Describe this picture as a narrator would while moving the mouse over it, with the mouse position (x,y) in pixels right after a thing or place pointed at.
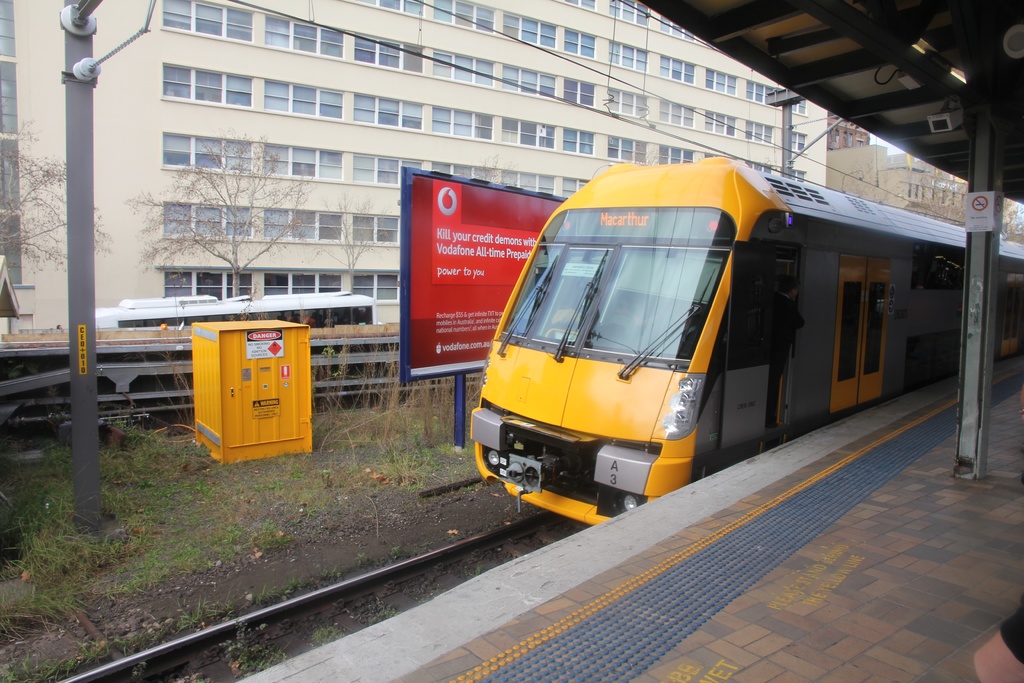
This image is taken outdoors. At the bottom of the image (664,601) there is a platform (811,560) and there is a ground (182,607) with grass (395,481) on it and there is a track (477,536). In the middle of the image (608,366) a train (602,393) is moving on the track (361,616) and there is a board (477,304) with a text (448,315) on it. In the background (655,162) there are a few buildings (335,152) with walls (317,145), windows (305,174), doors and roofs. There are a few trees (292,198) and there are a few poles (68,51) with wires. There are a few iron bars (142,370) on the ground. There is a vehicle (199,297). At the top of the image (905,56) there is a roof (918,99) and there is a pillar (989,361).
